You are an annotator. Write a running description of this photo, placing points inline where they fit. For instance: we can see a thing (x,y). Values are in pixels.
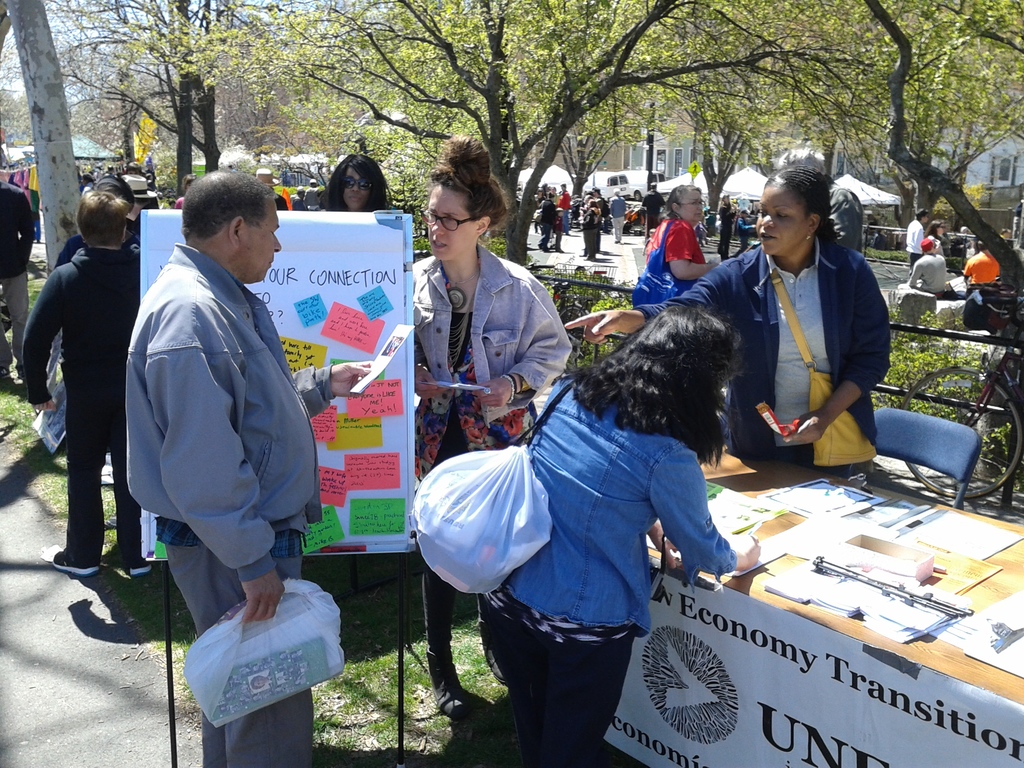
In this image a person (203,741) is standing on the road (151,708). He is holding a bag (284,642) with one hand (256,615) and paper (374,368) with the other hand (360,373). Beside him there is a board (336,305) having few papers (362,468) attached to it. Few persons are standing on the grassland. Right side (934,569) there is a table (931,647) having few objects (903,597) on it. A banner (753,707) is attached to the table (939,661). Before the table (970,674) there is a woman (609,546) carrying a bag (517,559). Behind the table (965,657) there is a woman (806,438) carrying a bag (839,434). Behind her there is a chair (930,423). Right side (1010,368) there is a bicycle (998,377). Behind the fence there are few plants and trees (923,185). Few persons (857,233) are on the road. There are few tents (883,199) on the grassland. Background (129,113) there are few buildings (1013,185) and trees (632,45).
